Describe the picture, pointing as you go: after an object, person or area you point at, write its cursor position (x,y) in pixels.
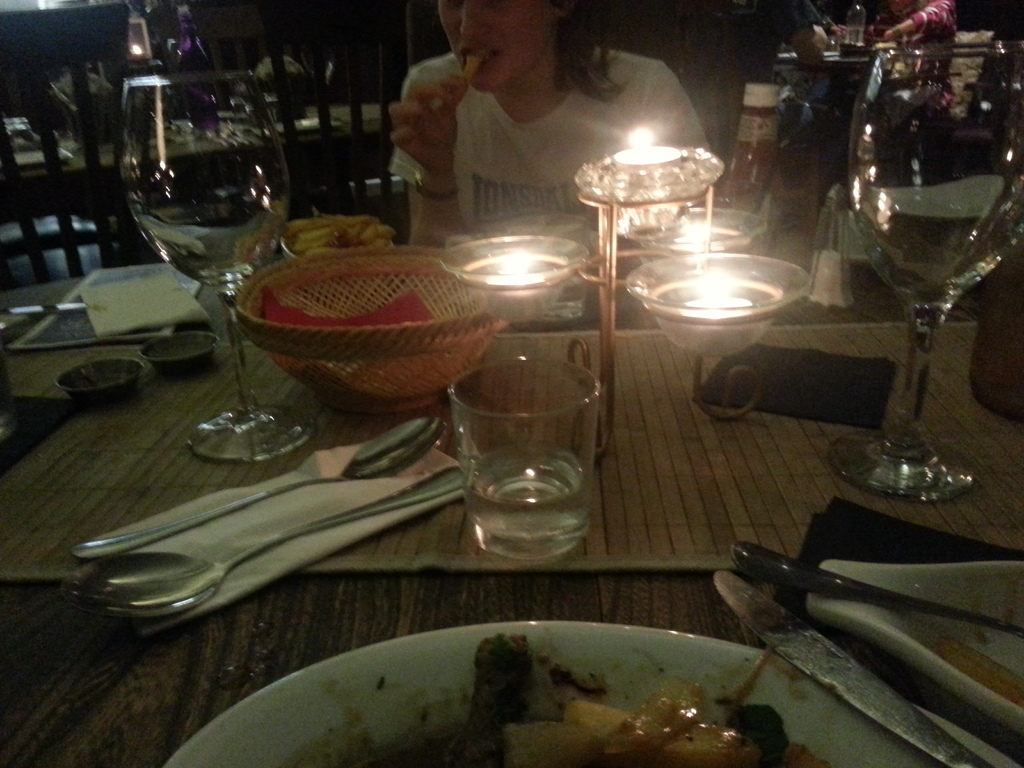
At the bottom of the image (52,712) there is a table (415,602). On the table (374,526) there are plates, spoons (380,513), tissues (280,501), glasses (168,163) with water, basket (453,376), candles (504,263) and many other items (1011,406) on it. Behind the table (951,344) there is a person (512,102) sitting and eating. In the background (814,23) there are few people (893,30) and also there is a fencing (378,60).
